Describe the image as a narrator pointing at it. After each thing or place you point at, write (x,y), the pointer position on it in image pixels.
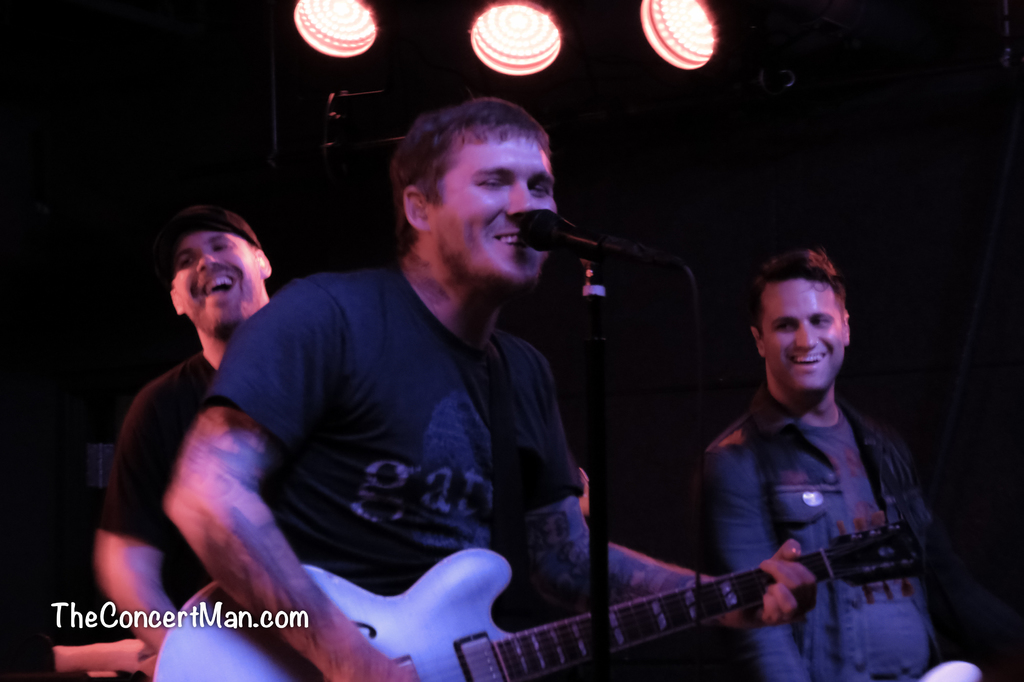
In this image i can see a person (453,396) standing and holding a guitar (475,605), and there is a microphone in front of him. In the background (187,259) i can see 2 other persons (220,307) and few lights (713,27).
